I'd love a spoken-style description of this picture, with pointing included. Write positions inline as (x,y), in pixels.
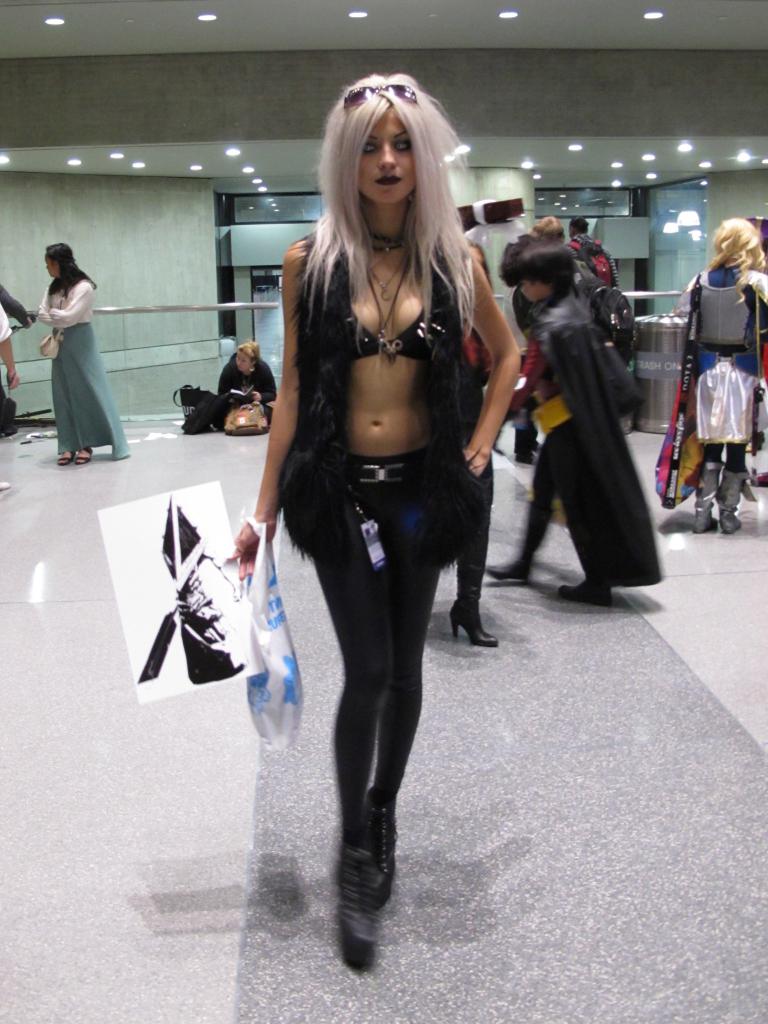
In this image I can see a person (371,598) standing wearing black color dress (347,617) holding a paper (225,607) and a cover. Background (734,459) I can see few other people (93,292) walking, a wall (51,362) in white color and few lights (710,166).
